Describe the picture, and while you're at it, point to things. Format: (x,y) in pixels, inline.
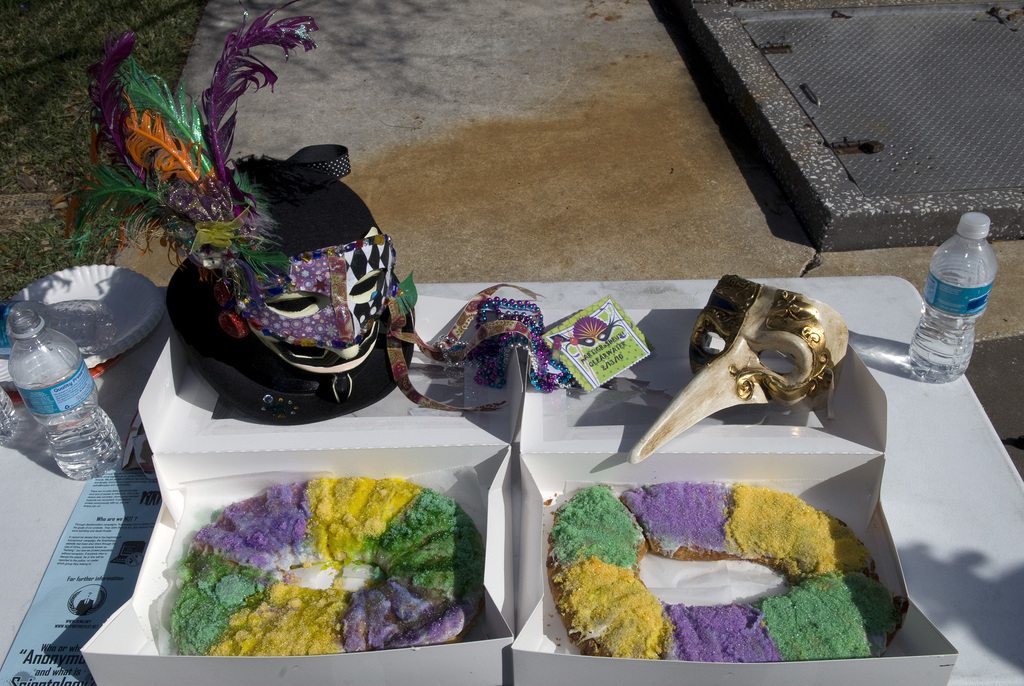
there are donuts (561,576) in a white box (520,551). behind them there are masks (695,345). and at the right (947,282) and left there are water bottles (37,347).
